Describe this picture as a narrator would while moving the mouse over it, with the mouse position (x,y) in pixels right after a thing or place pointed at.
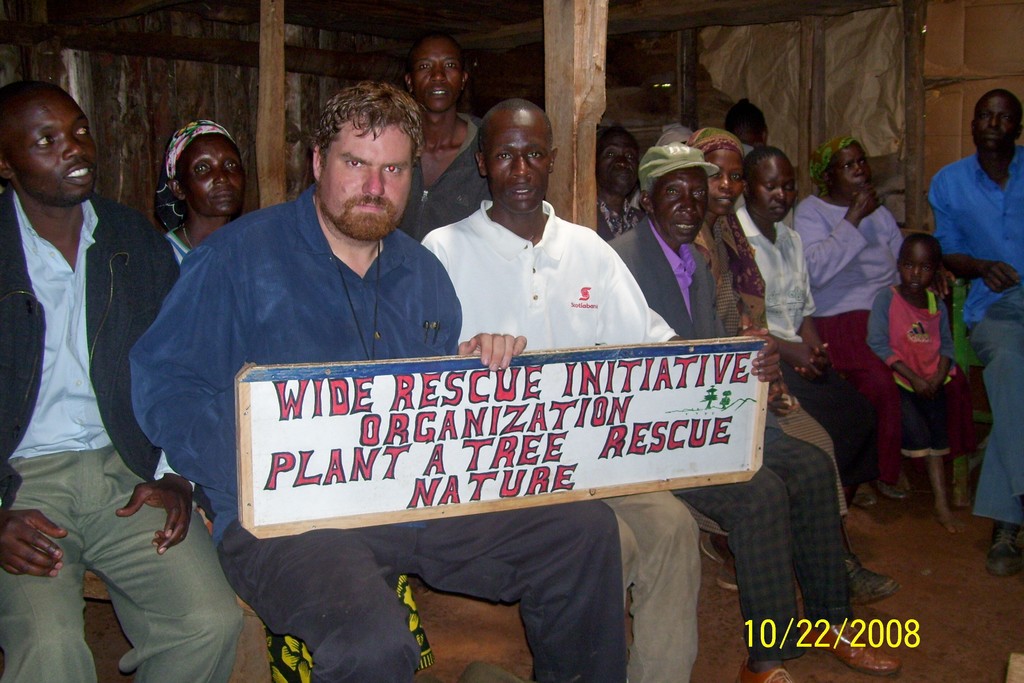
In this image I can see few persons (304,325) are sitting and holding a board (340,454) which is white, red and blue in color in their hands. In the background (630,90) I can see few wooden pillars (569,152), the wooden wall (209,89), few other persons (613,150) sitting.
